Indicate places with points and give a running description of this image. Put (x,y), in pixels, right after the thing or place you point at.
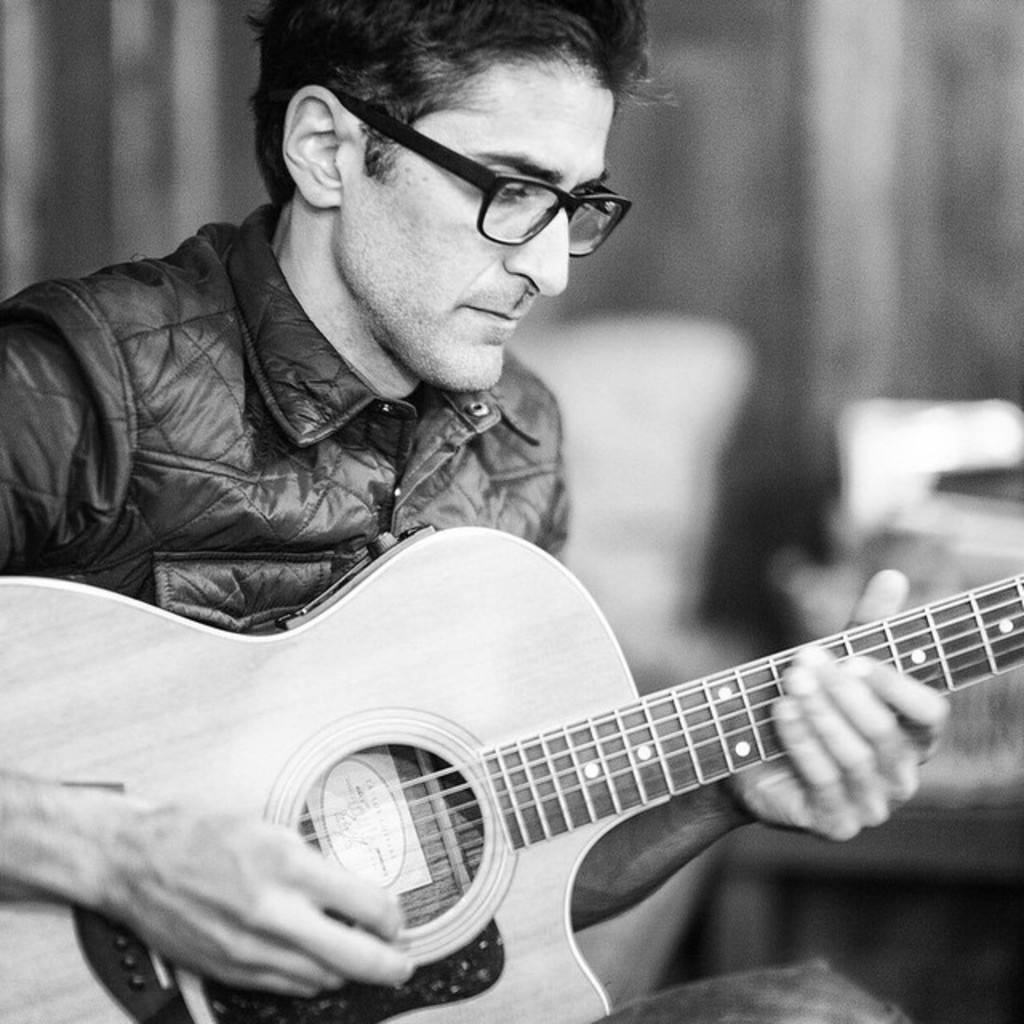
In this image I can see a man (176,510) wearing jacket (215,536) and playing the guitar (434,812).
